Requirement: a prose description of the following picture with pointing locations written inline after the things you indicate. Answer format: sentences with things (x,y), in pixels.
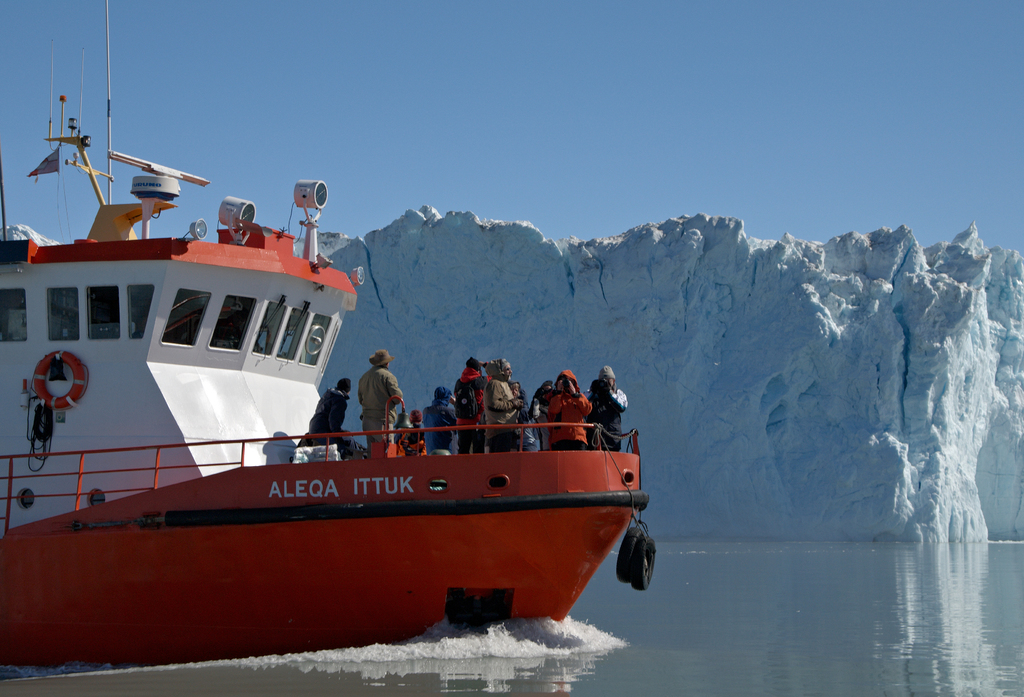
In this image at the bottom (812,598) there is a river (832,581), in the river (878,576) there is one boat (313,483) and in the boat (407,467) there are some people (424,426) are standing and also there are some objects (83,367) in the boat (153,383). In the background (433,282) there is a mountain (786,392), on the top of the image (435,109) there is sky (481,133).
